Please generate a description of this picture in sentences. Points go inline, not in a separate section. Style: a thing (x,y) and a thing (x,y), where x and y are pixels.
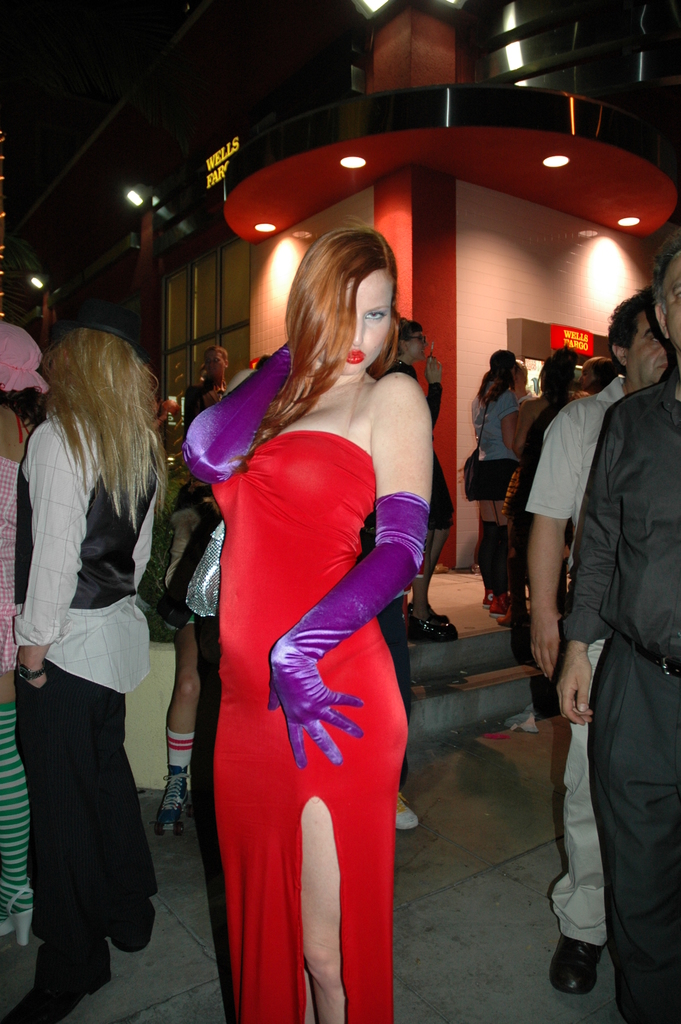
As we can see in the image there are group of people (248,606), buildings (142,254) and lights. The woman (378,238) standing in the front (407,384) is wearing red color dress (307,552). The image is little dark.
